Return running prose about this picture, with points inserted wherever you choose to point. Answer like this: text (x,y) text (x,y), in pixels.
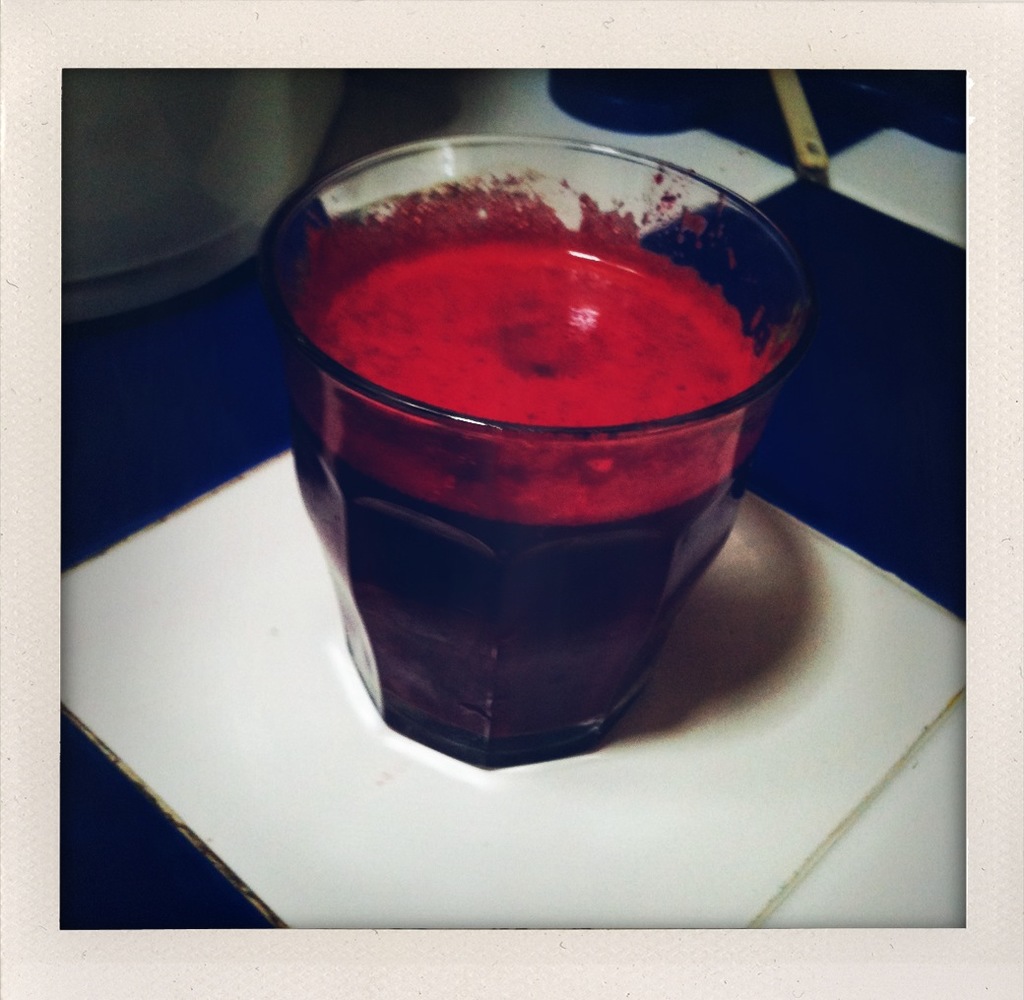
In this image we can see a glass (457,581) and in glass (637,547) some juice (564,373) is present. And the glass (569,450) is kept on the blue and white color surface (767,648).
